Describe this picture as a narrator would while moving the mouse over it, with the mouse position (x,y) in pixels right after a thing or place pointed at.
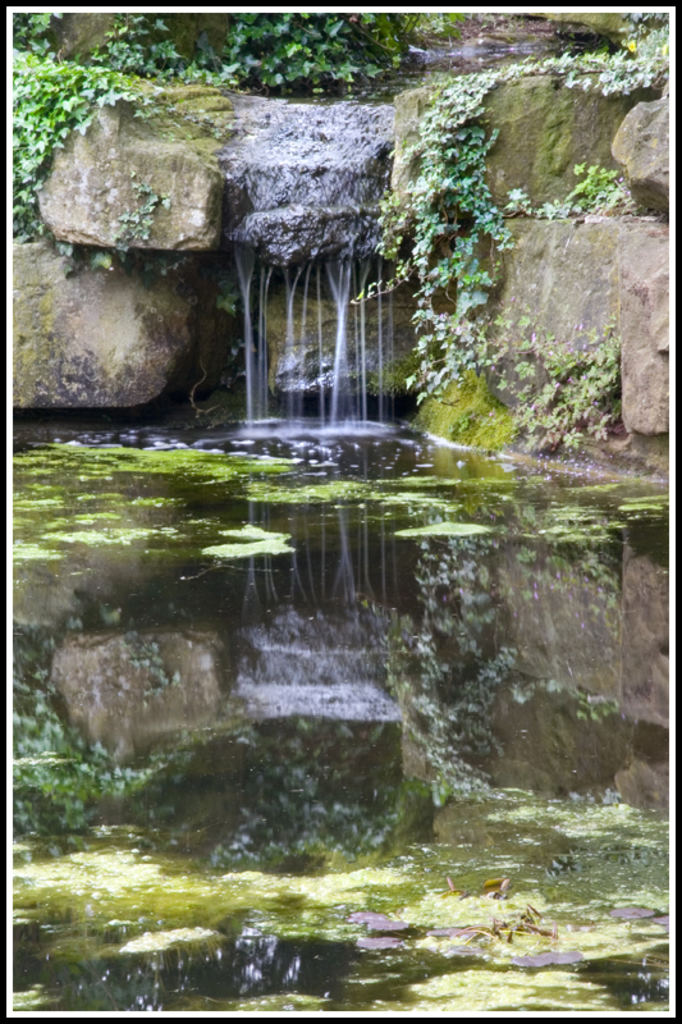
This picture seems to be an edited image with the borders (8,1006). In the foreground (385,639) we can see a water body (341,641). In the background (389,301) we can see the waterfall (363,211), green leaves (35,188) and the rocks (310,344) and we can see some other items (423,70).
